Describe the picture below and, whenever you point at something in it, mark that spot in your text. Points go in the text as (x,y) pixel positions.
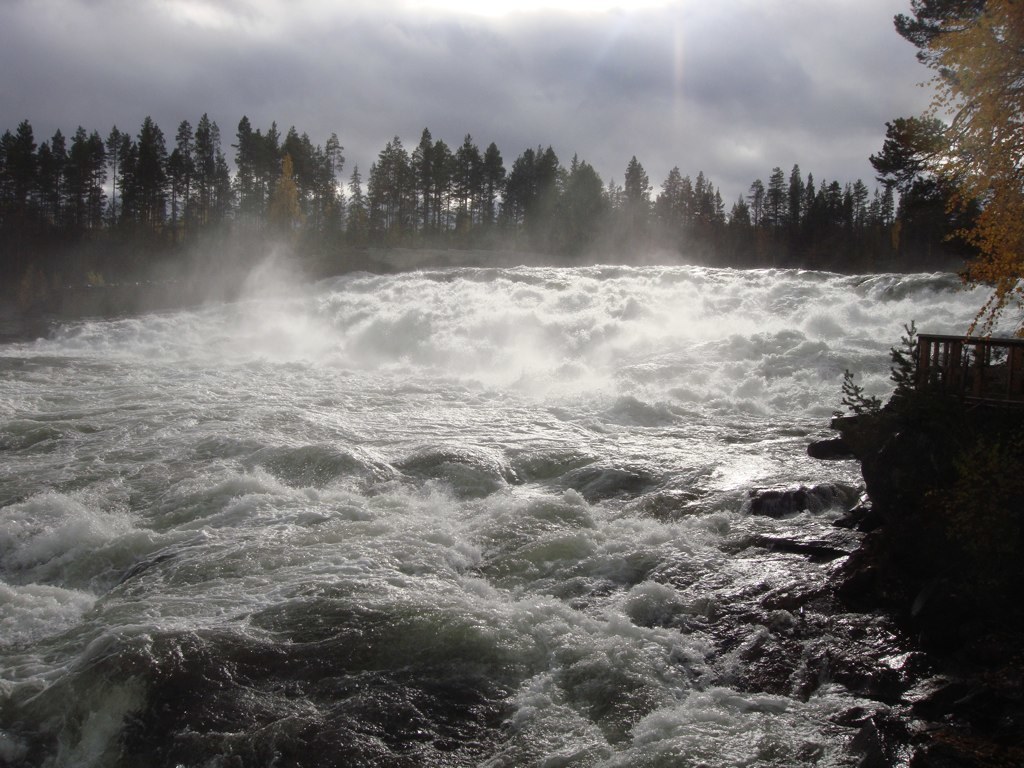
In this picture I can see water (448,621) flowing and few trees (530,203) and I can see a small fence (945,387) on the right side (1008,385) and a cloudy sky (551,141).
